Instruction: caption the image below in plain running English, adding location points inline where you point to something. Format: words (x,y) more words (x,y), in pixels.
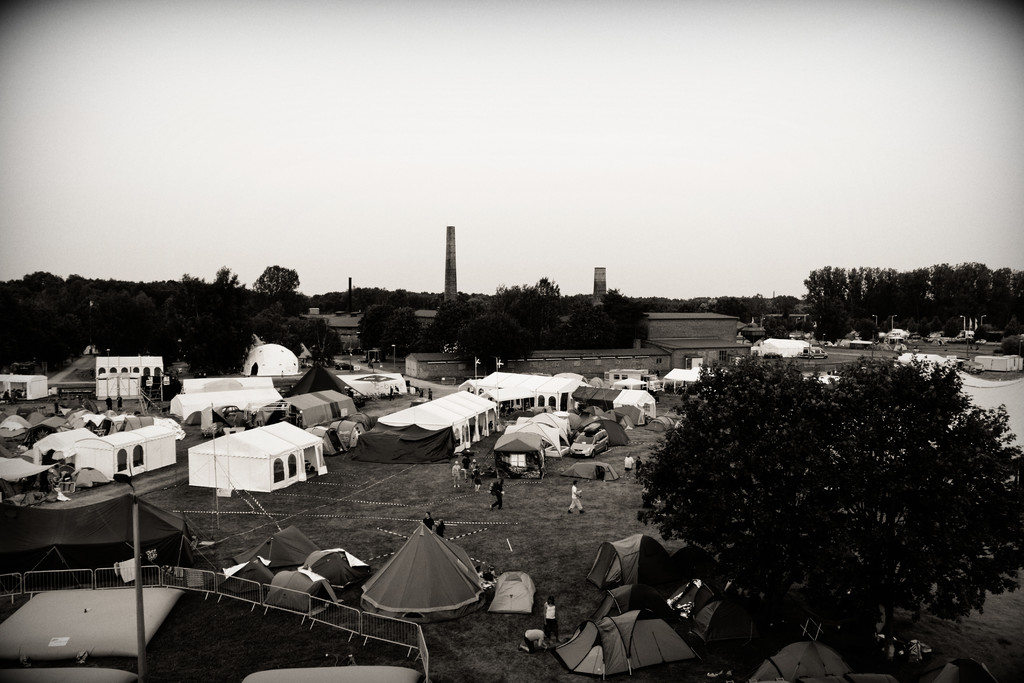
In this picture we can see tree (653,474), tents (645,414), fence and poles (136,502). There are people (639,460) and we can see car (584,453). In the background of the image (464,311) we can see houses (651,335), trees (633,338), poles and sky (499,133).
